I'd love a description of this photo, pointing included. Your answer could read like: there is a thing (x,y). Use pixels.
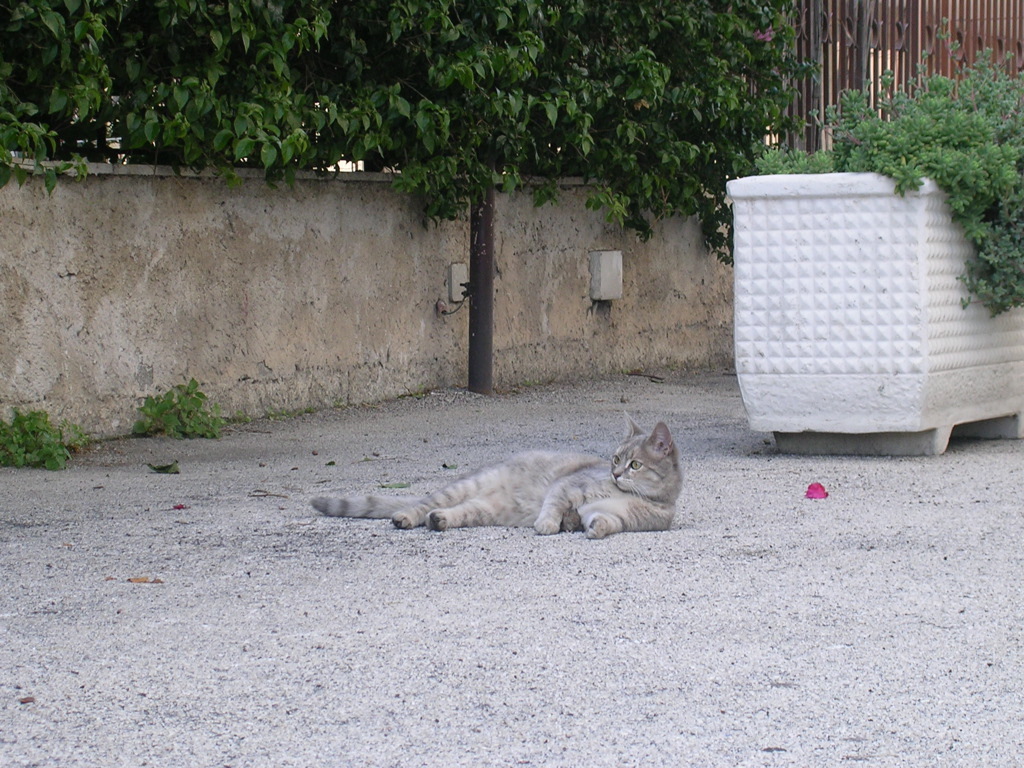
In the middle of this image (494,499) I can see a cat (520,481) is laying on the road (780,584) and looking at the left side (21,419). On the right side (869,205) there is a table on which I can see few plants (949,146). In the background (215,253), I can see the wall (233,261) and the trees (715,65).
